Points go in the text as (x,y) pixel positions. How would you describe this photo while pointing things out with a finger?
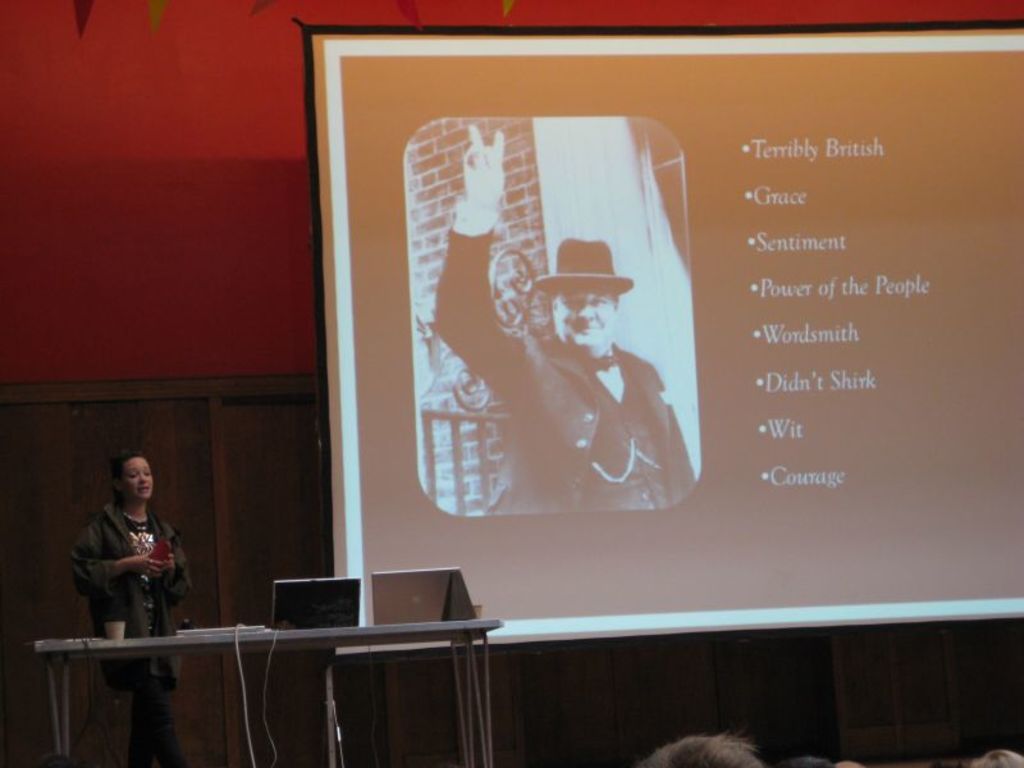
In this picture we can see a woman (152,574) standing, in front of her we can see a table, laptops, cup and in the background (226,570) we can see a wall (280,511), screen (926,523), wooden object (280,511).
